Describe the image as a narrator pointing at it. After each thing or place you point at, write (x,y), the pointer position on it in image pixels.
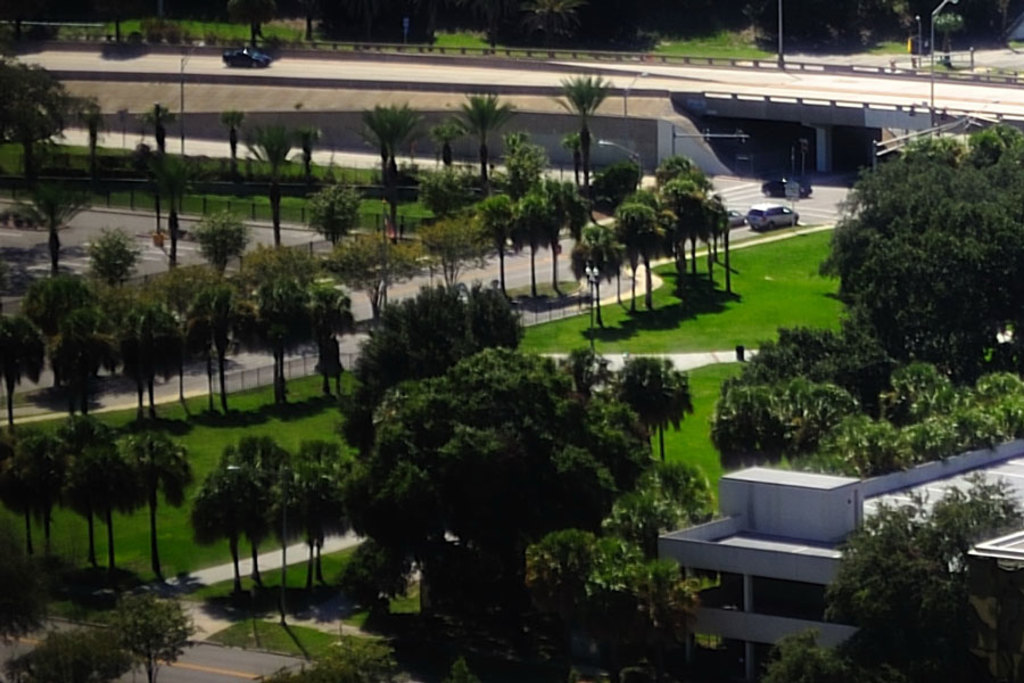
In this image we can see some trees (879,194), plants (683,245), there is a bridge (959,99), a house (737,561), also we can see the poles (919,23), and vehicles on the road (873,90).
